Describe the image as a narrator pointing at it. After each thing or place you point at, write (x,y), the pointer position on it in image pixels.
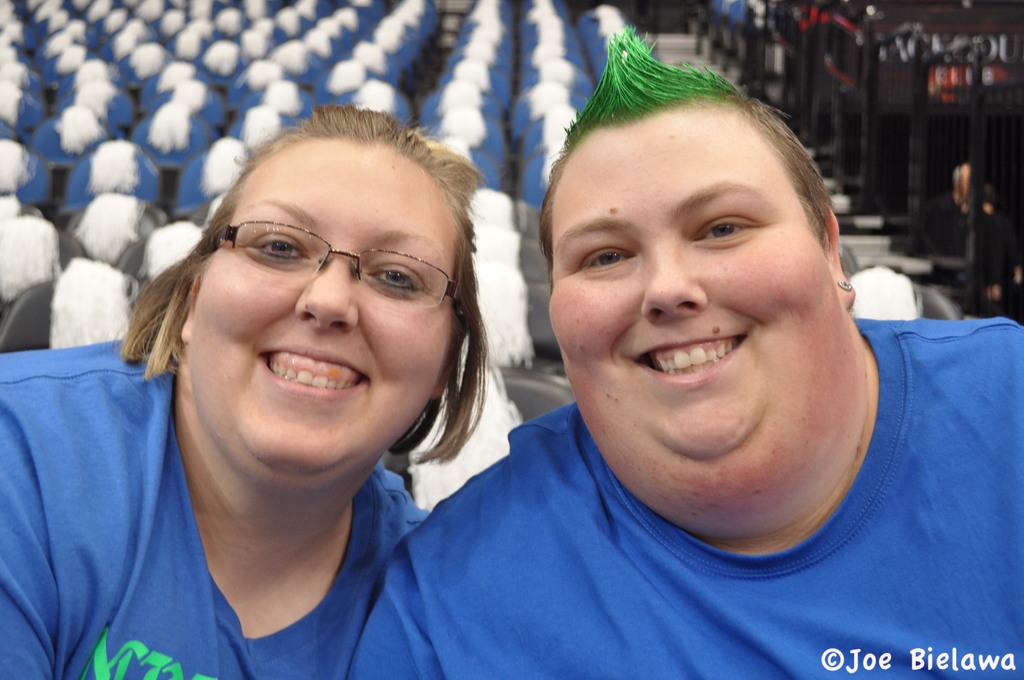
In this image, there are a few people (513,531). In the background (358,45), we can see some chairs (507,204) and some black colored objects (846,108) on the right (936,151). We can also see some text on the bottom right corner (1005,670).
